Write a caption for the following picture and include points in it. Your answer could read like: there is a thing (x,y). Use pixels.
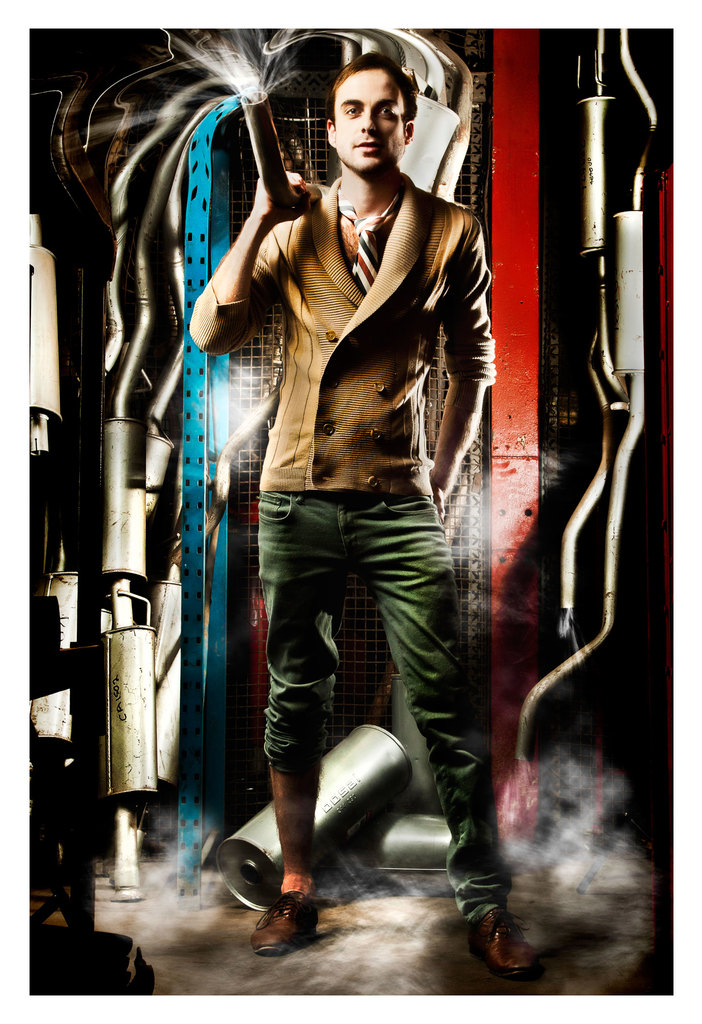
In this image there is a person (457,893) standing on the floor (457,978), behind him there are exhaust pipes (251,882).
